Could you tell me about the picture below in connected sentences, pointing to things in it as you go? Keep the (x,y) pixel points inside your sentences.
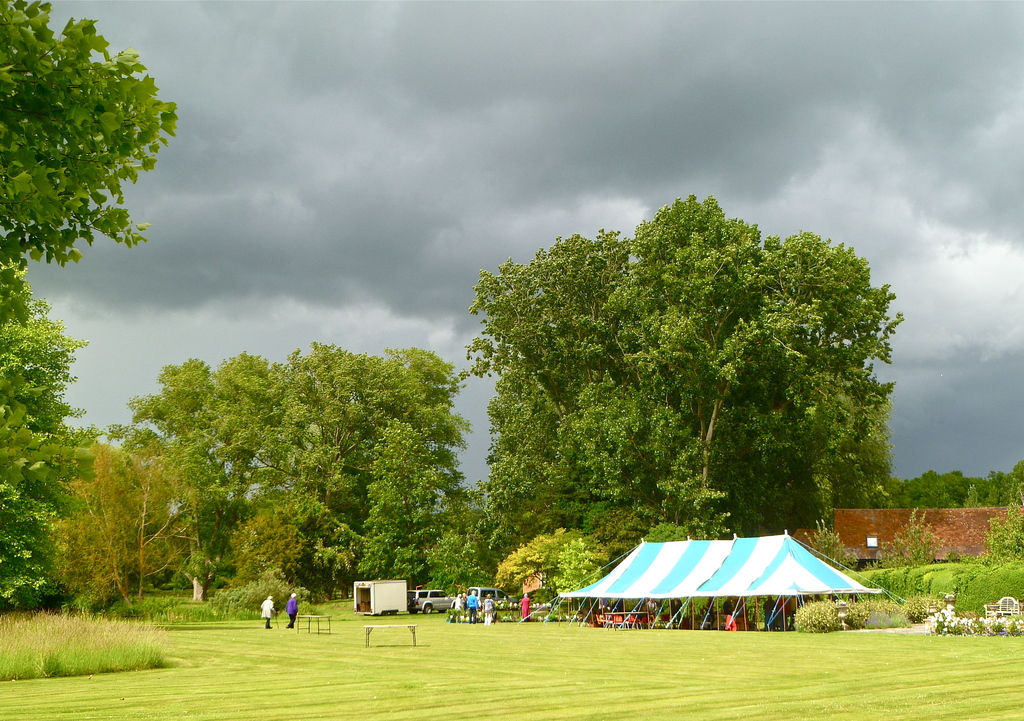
In the foreground of this image (362,713), there is a grass (114,654), plants (74,630), trees (59,494), a tent (717,551), few vehicles (380,590) and persons (485,624) walking on the grass (616,628). In the background (878,548), there is a building (867,529), cloud (322,245) and the sky (83,385).
